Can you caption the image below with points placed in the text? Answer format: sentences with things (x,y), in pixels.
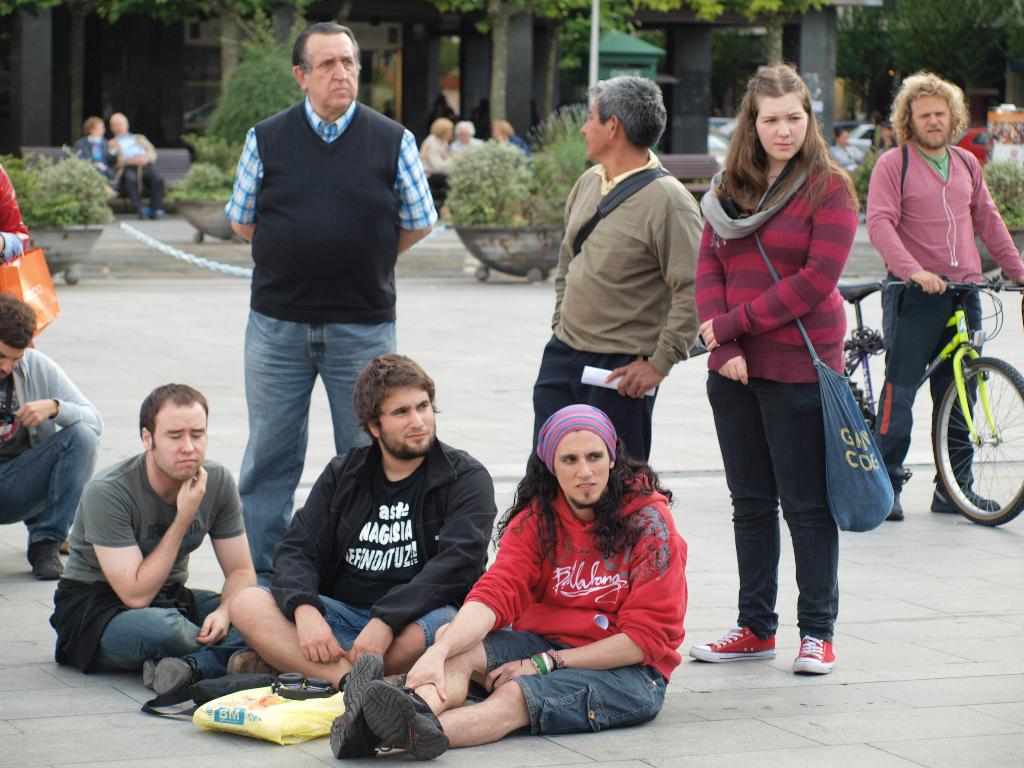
In this image, there are three persons (523,558) wearing clothes (558,718) and sitting on the ground (616,731). There are three persons (629,268) in the middle of the image (613,273) standing and wearing clothes (383,264). There is a person (939,244) on the right side of the image (949,255) standing with a cycle (961,378). There are some plants (554,194) at the top of the image (261,111).
